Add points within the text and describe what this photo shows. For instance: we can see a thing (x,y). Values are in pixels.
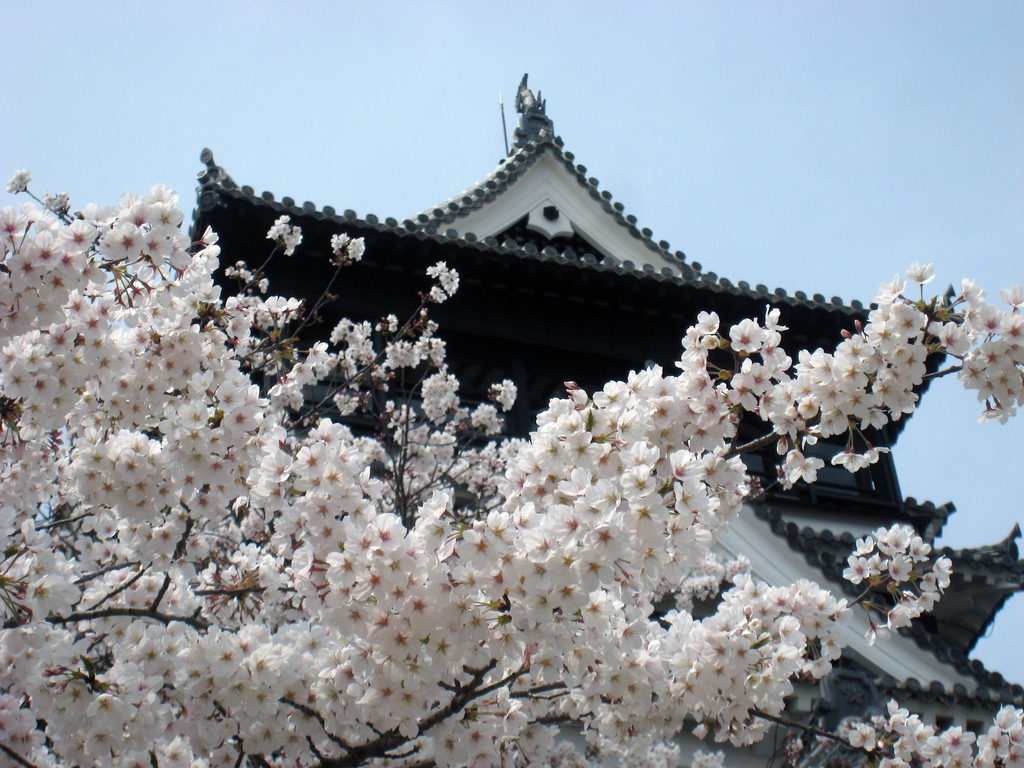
In this picture in the front (336,452) there are flowers (336,452) which are white in colour. In the background (520,289) there is a building (516,296).
